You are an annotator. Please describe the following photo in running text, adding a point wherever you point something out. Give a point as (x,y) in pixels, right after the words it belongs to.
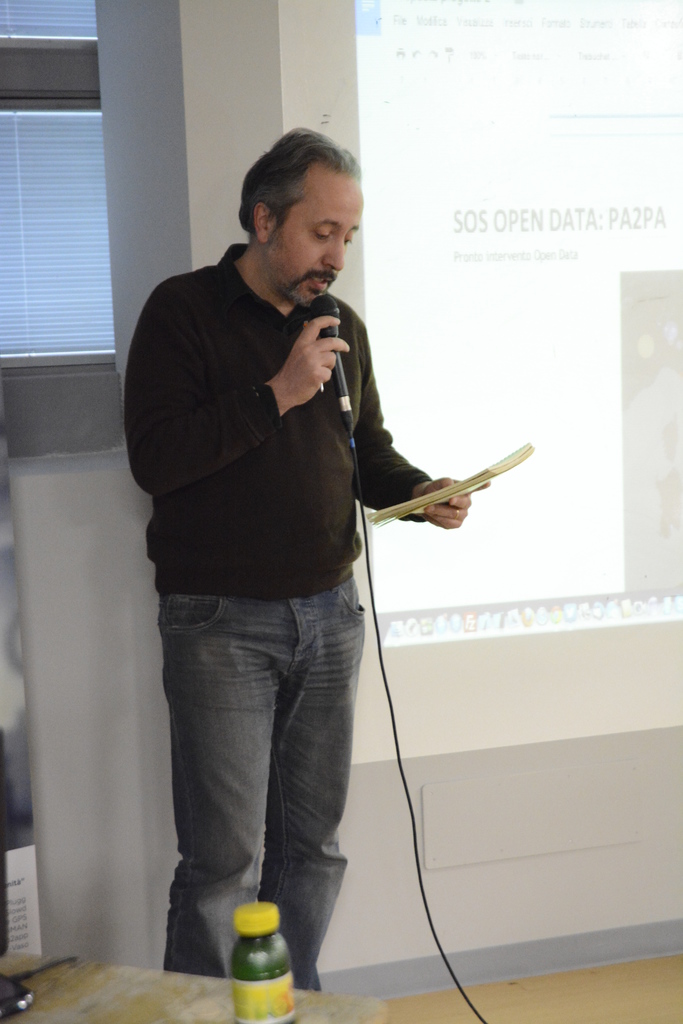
This is a picture taken in a room (142,685), the man (230,465) in black t shirt (254,458) was standing on the floor (438,993) and the man (268,398) is holding microphone (327,336) and book (440,493). The man (311,371) is explaining something. In front of the man (221,511) there is a table (97,982) on the table (83,999) there is a bottle (243,988). Behind the man (260,517) there is a projector screen (492,368), window (37,240) and a wall (148,201).
